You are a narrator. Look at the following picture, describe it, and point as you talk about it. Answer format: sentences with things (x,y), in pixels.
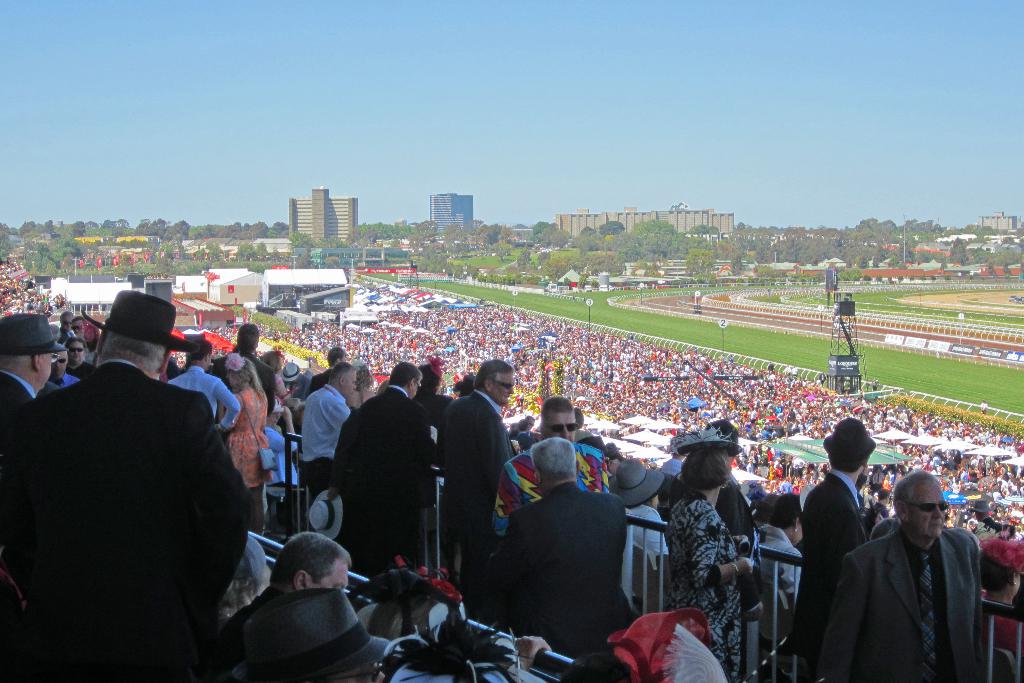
This image consists of a huge crowd (653,483). In the middle (668,347), it looks like a railing (776,658). And we can see green grass (780,346) on the ground (632,317). In the background (8,254), there are many trees (61,242) and buildings (327,251). At the top (611,75), there is sky (565,69).
